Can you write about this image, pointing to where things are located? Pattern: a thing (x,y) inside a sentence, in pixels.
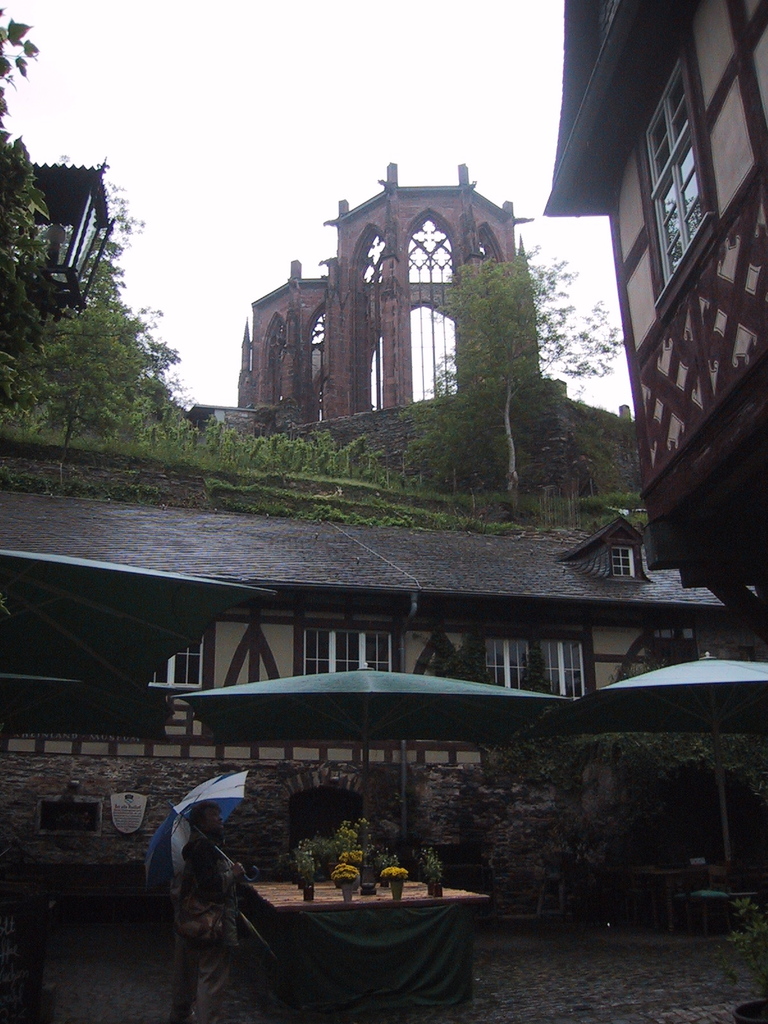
At the bottom of the picture (231,884), we see a man (217,902) is standing. He is wearing a bag (206,914) and he is holding an umbrella (183,826) in his hand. In the middle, we see a table (343,916) on which the flower pots (350,889) are placed. On the right side (693,893), we see the chairs (708,881) and the tables (649,899) are placed under the green color tent (621,701). In the middle (381,639), we see a building (453,577) with a grey color roof (475,546). We see a white color board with text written is placed on the wall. On the right side (666,339), we see a building (634,339). There are trees (75,371) and buildings (385,381) in the background (385,381). At the top (301,111), we see the sky (266,104) and the clouds (248,95).
